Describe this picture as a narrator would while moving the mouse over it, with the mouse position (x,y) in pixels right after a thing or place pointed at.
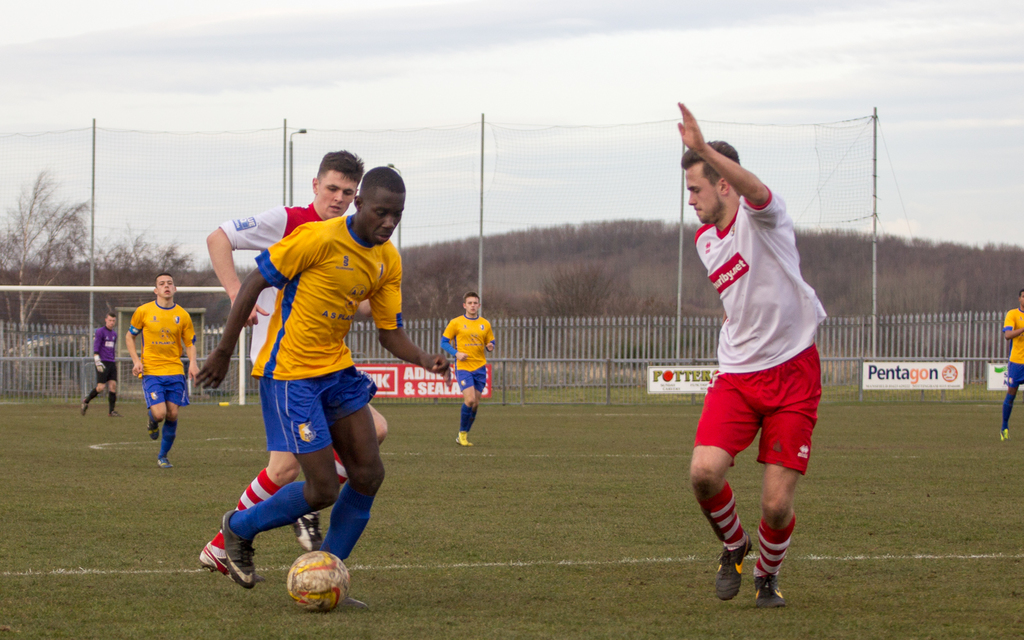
In this picture I can see few people (107,356) playing football on the ground (430,494) and I can see trees (578,285) and I can see fence (59,334), goal pole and I can see few boards (871,377) with some text (888,388) and I can see a cloudy sky (172,62).
